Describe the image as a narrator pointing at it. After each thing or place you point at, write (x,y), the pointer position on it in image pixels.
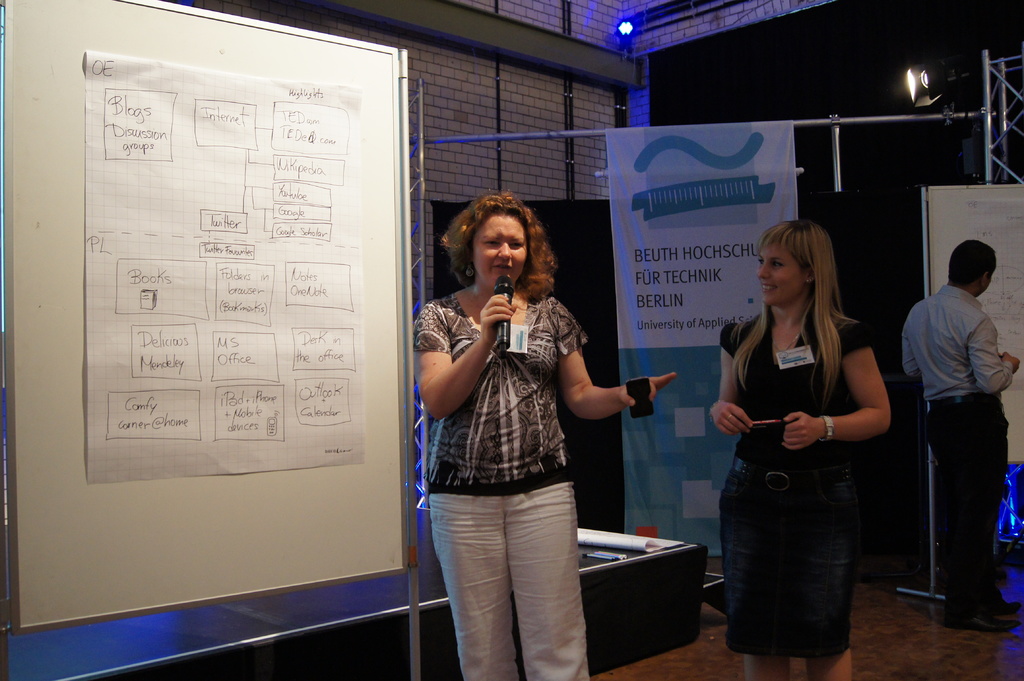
In this picture I can observe two women (440,312) standing on the floor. One of them (464,357) is holding a mic (504,291) in her hand (487,303). On the left side (141,241) I can observe a chart (244,382) on the white color board (69,257). In the background (507,130) I can observe a wall (491,100).
